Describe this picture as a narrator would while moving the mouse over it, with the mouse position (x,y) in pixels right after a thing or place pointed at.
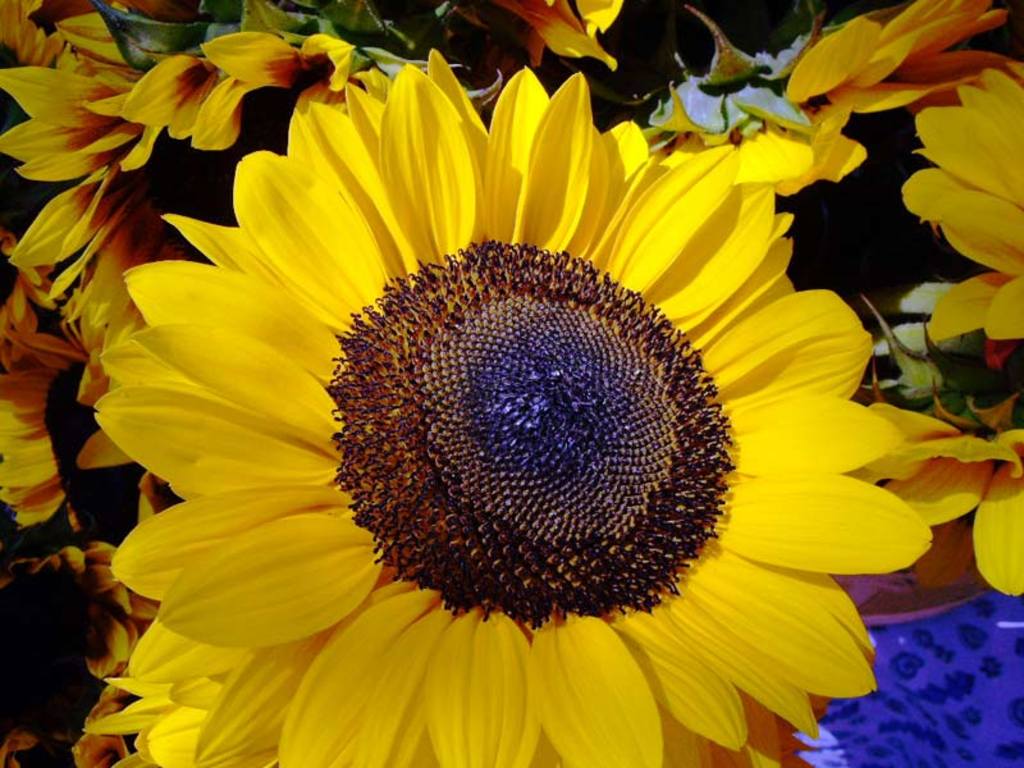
In this image we can see a flower (499,427).
